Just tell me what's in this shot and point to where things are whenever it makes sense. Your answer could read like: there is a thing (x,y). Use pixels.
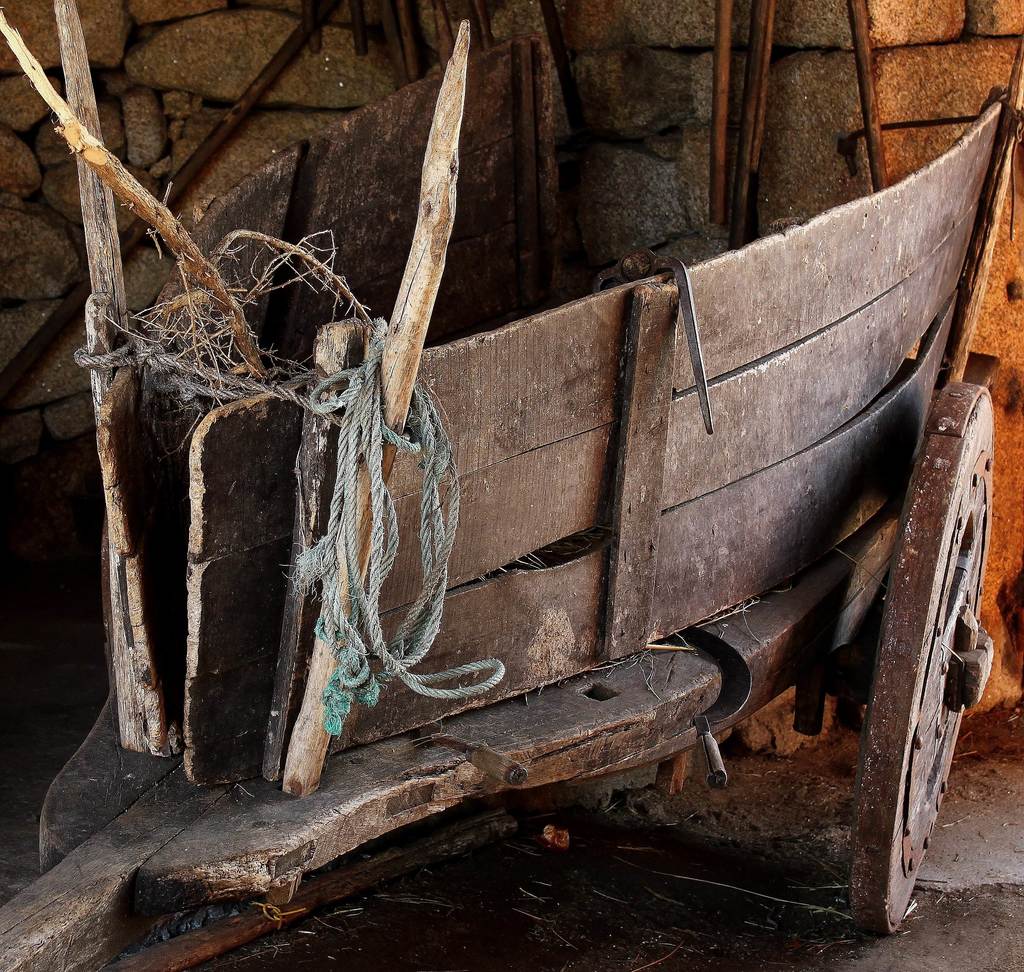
In this image in the front (537,419) there is a cart (455,417) and on the cart (349,328) there is a rope (358,436). In the background (325,116) there is a wall (310,89).
